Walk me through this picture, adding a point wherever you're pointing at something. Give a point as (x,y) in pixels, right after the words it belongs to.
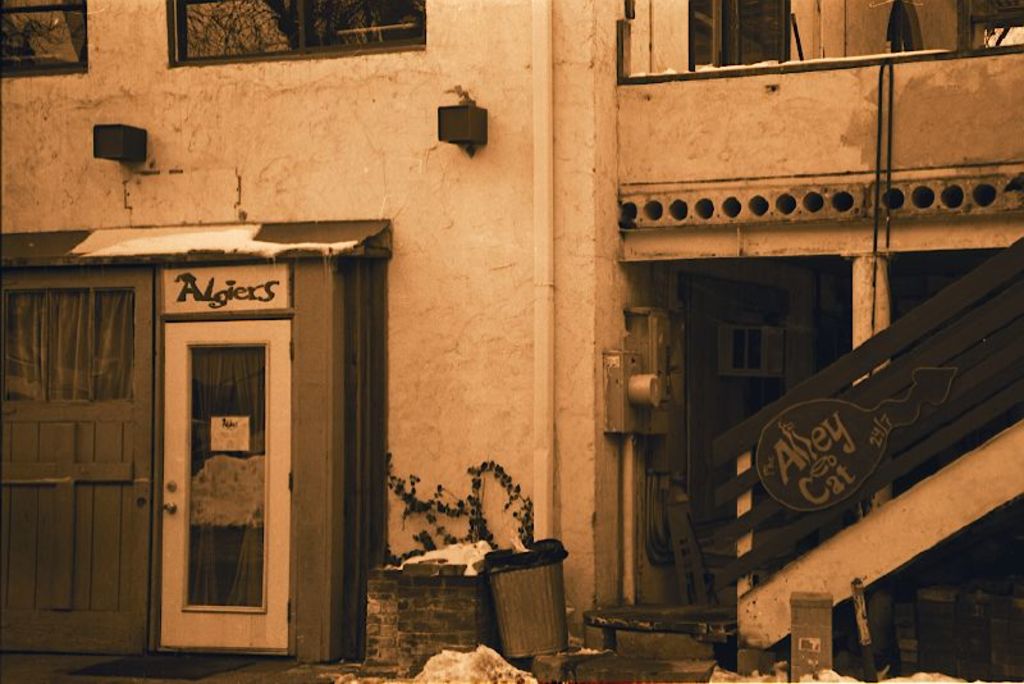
This is an edited image. In this picture we can see a building (474,287), windows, doors (264,529), pipe (543,342), rods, stairs (1011,464), railing (886,478), boards (832,429), garbage bin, plant (528,513). At the bottom of the image (278,662) we can see the floor (278,662).
